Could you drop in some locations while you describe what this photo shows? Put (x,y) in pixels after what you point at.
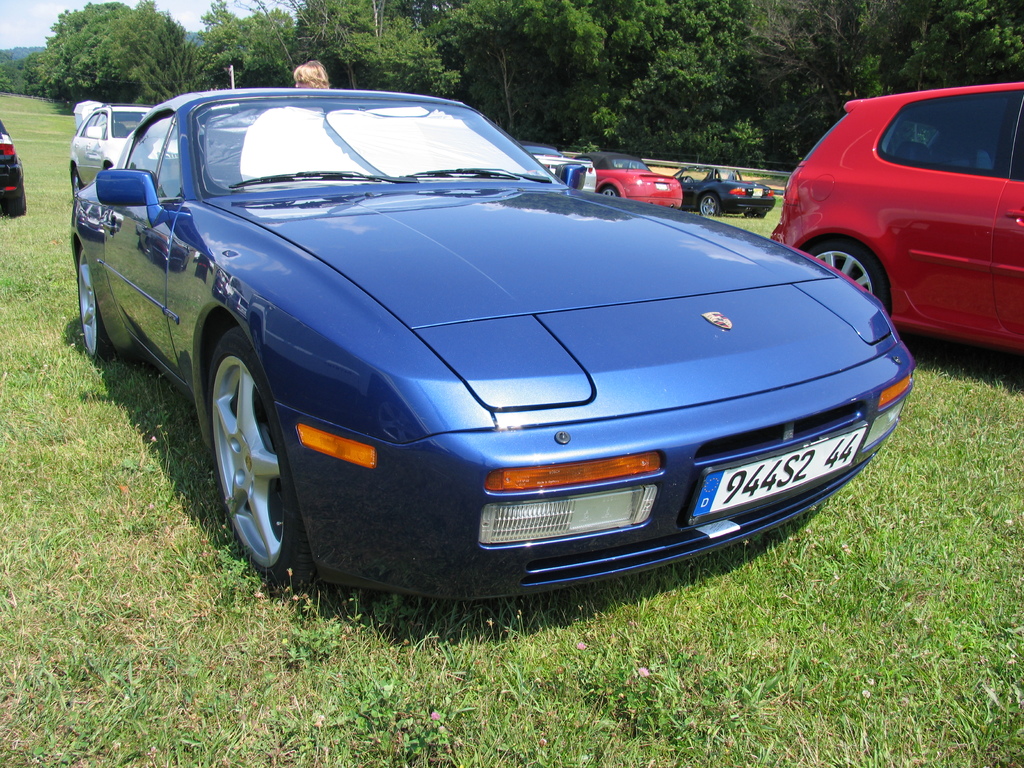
In this image, we can see some cars (970,338) and there's grass (287,618) on the ground (55,367), we can see some trees (388,54), we can also see the sky (22,8).
